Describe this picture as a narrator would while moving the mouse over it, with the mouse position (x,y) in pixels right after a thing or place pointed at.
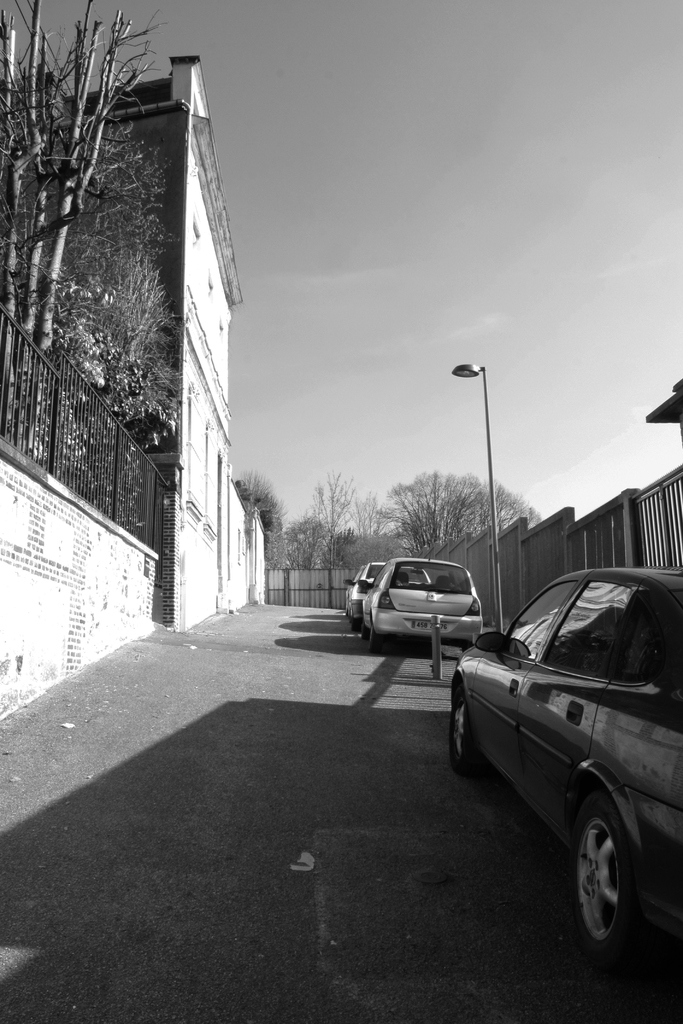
In this image I can see few vehicles (676,780). Background (250,360) I can see trees (107,308), buildings (197,280), a light pole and sky (326,206), and the image is in black and white.
